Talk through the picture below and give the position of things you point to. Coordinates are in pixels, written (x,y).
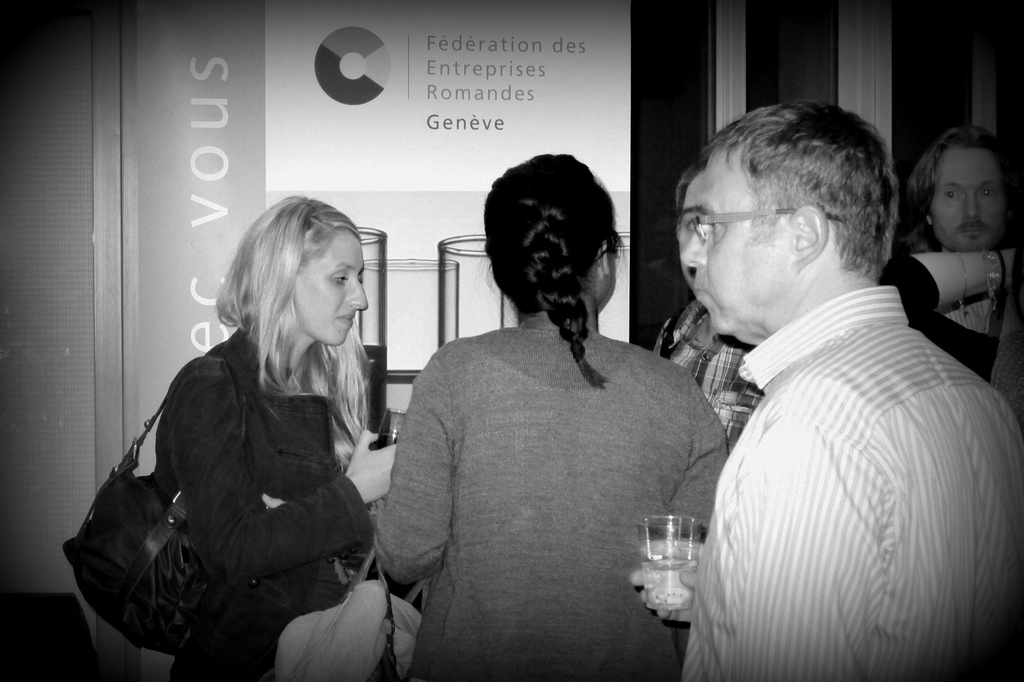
In this image there are group of persons (459,453) standing. In the front (872,499) there is a man (868,561) standing and holding a glass (675,545) in his hand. On the left side (251,450) there is a woman (260,466) standing and holding a glass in her hand (359,453) and in the background (342,110) there is a board (361,140) with some text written on it and there is an object (729,66) which is white in colour.
